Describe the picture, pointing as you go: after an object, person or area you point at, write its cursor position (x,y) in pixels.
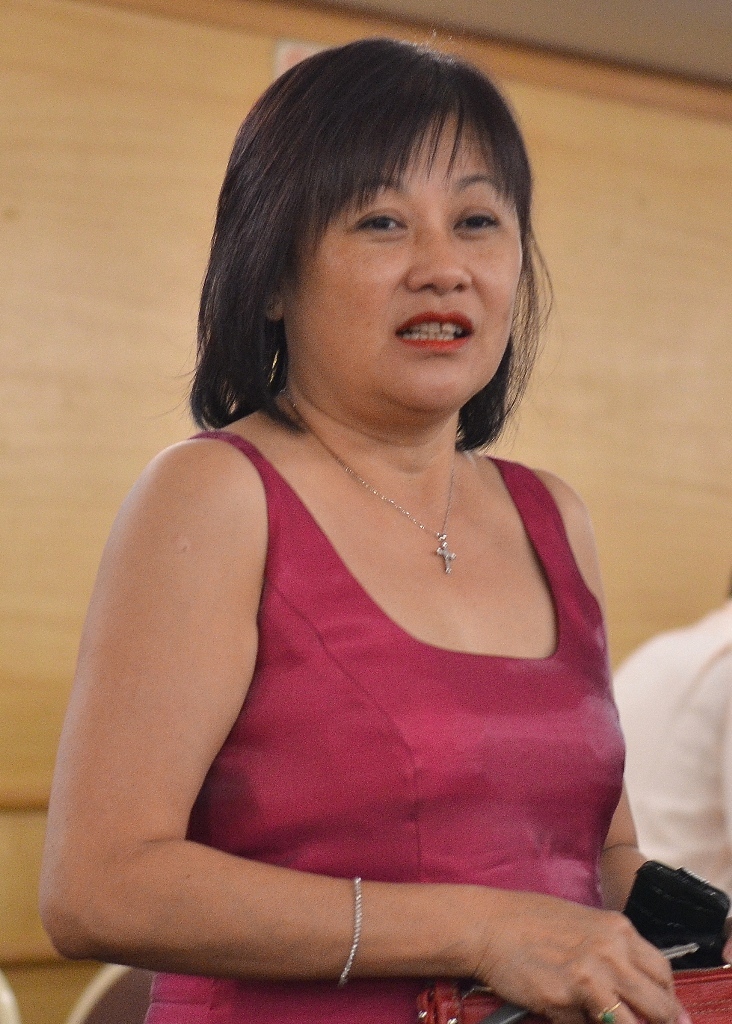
In this image there is a woman (410,756) in the middle (417,664) who is holding the purse (697,981) with one hand (652,977) and mobile (672,915) with another hand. In the background (104,315) there is a wooden wall (85,318). On the right side (685,713) bottom there is another person (629,766).
